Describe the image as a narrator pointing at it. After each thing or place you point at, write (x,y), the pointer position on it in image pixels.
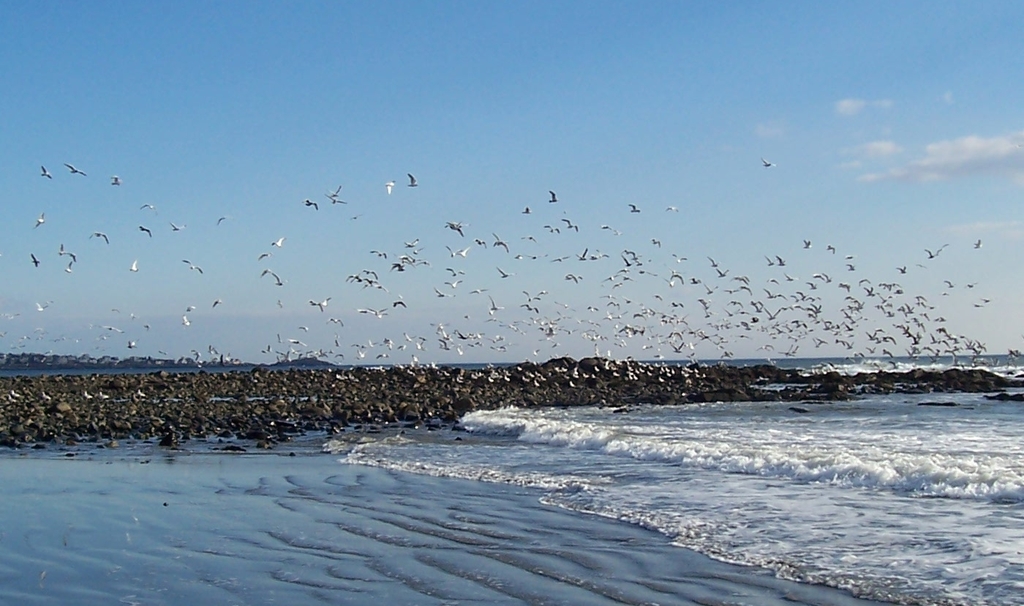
In the background (557,50) we can see the sky (621,134). In this picture we can see the birds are flying. We can see the water (563,488) and the rocks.
